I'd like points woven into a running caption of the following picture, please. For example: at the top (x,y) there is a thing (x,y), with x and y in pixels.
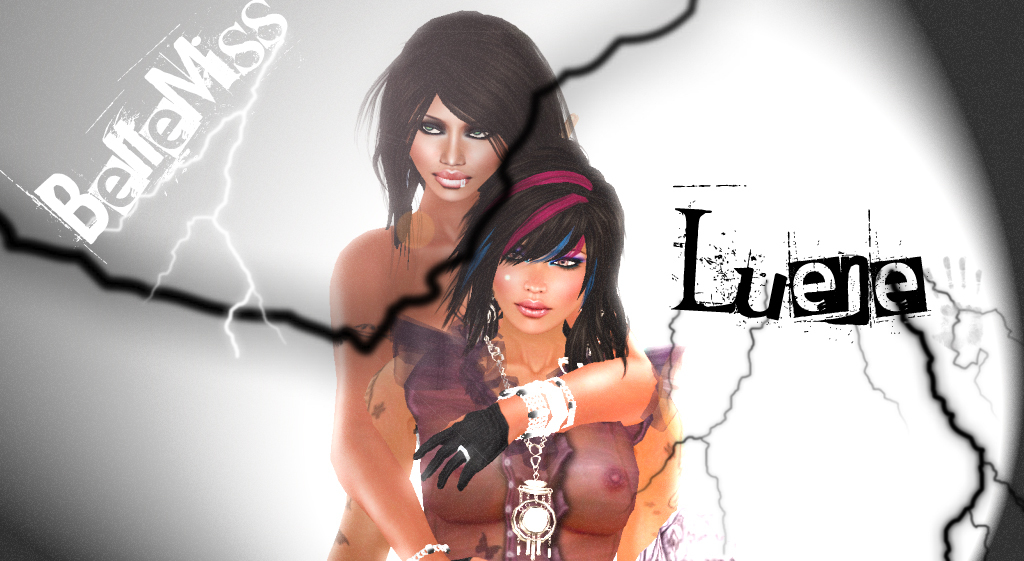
In this picture I can see there is an animated image of two women (491,166), there is something written on the image and there is a thunder (236,314) and there is a white surface (822,196) in the backdrop (847,204).
